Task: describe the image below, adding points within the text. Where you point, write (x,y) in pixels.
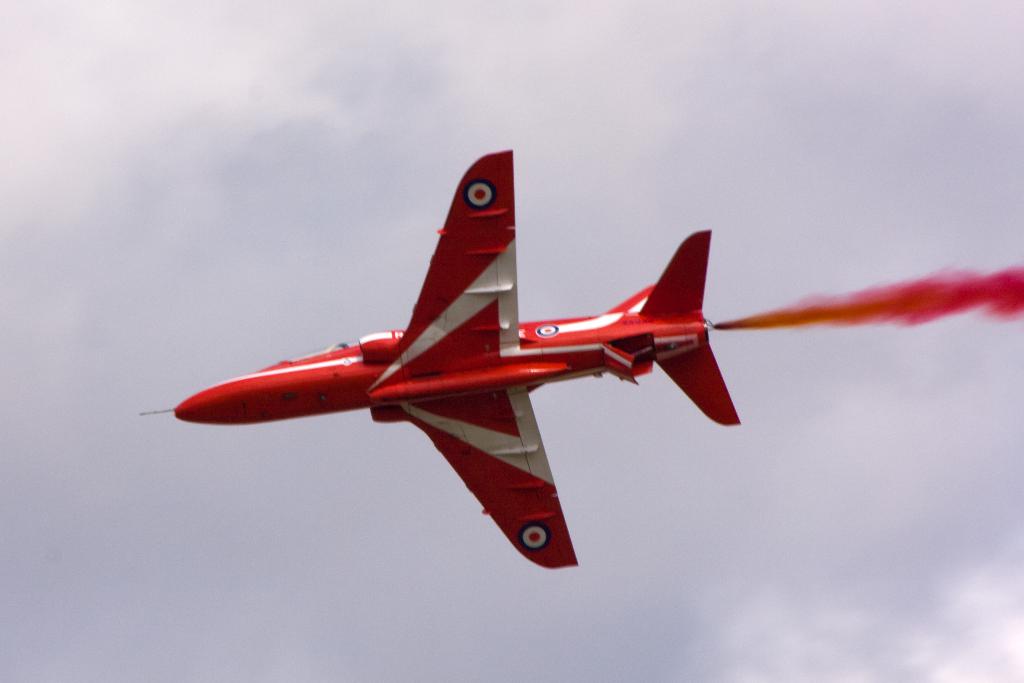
In this image we can see an airplane (498,364) is flying and in the background (376,217), we can see the sky (447,213).
